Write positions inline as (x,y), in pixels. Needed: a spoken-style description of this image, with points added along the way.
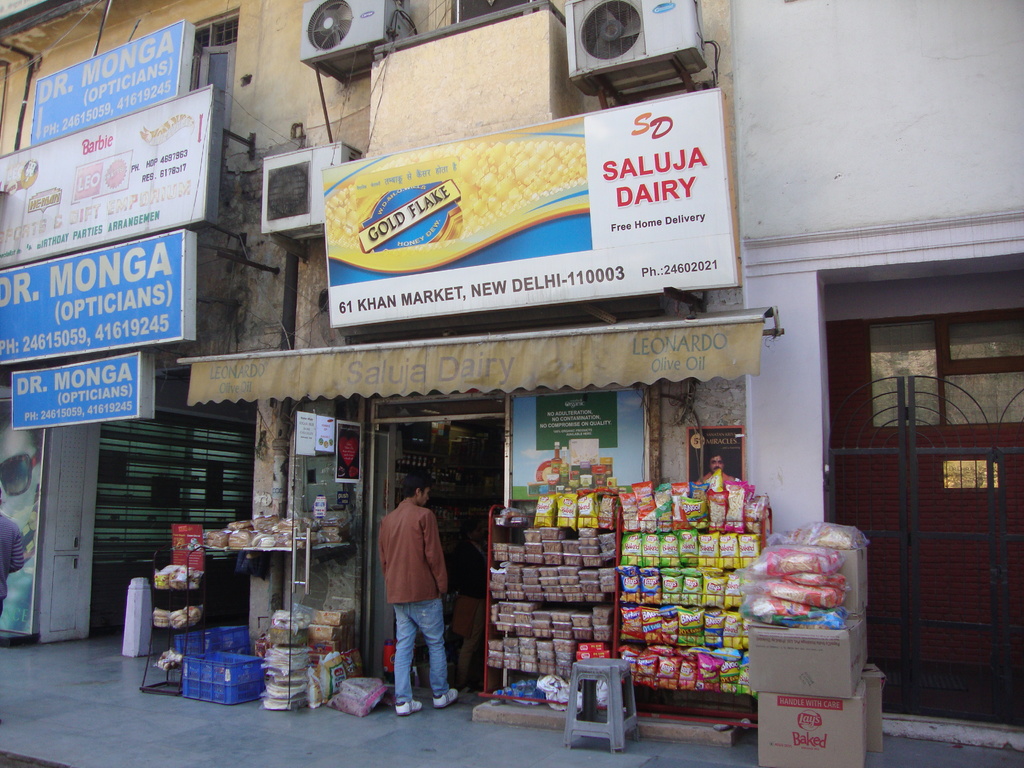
In this image there is a person (406,585) standing in front of a shop (375,544), in front of the shop (366,545) there are a few objects (809,581), on top of the shops (378,493) there are name boards (182,217) and air conditioner outlets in a building (294,333), beside the shop (630,425) there is a gate (924,482).
